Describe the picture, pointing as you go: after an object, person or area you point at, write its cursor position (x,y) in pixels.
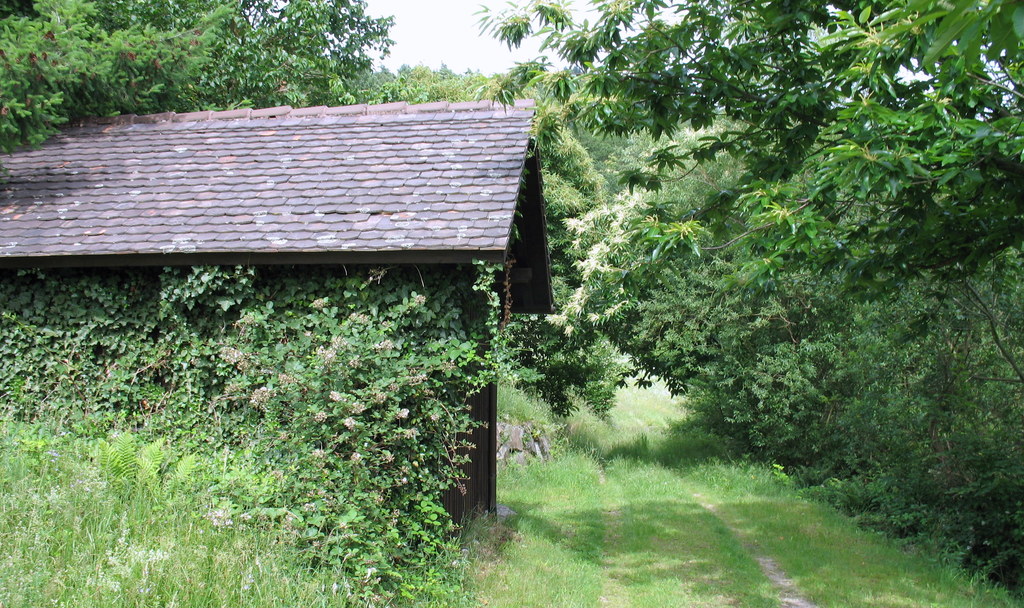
In this image there is a building (384,380) beside that there are so many plants (418,294), trees (941,224) and grass (758,581).
